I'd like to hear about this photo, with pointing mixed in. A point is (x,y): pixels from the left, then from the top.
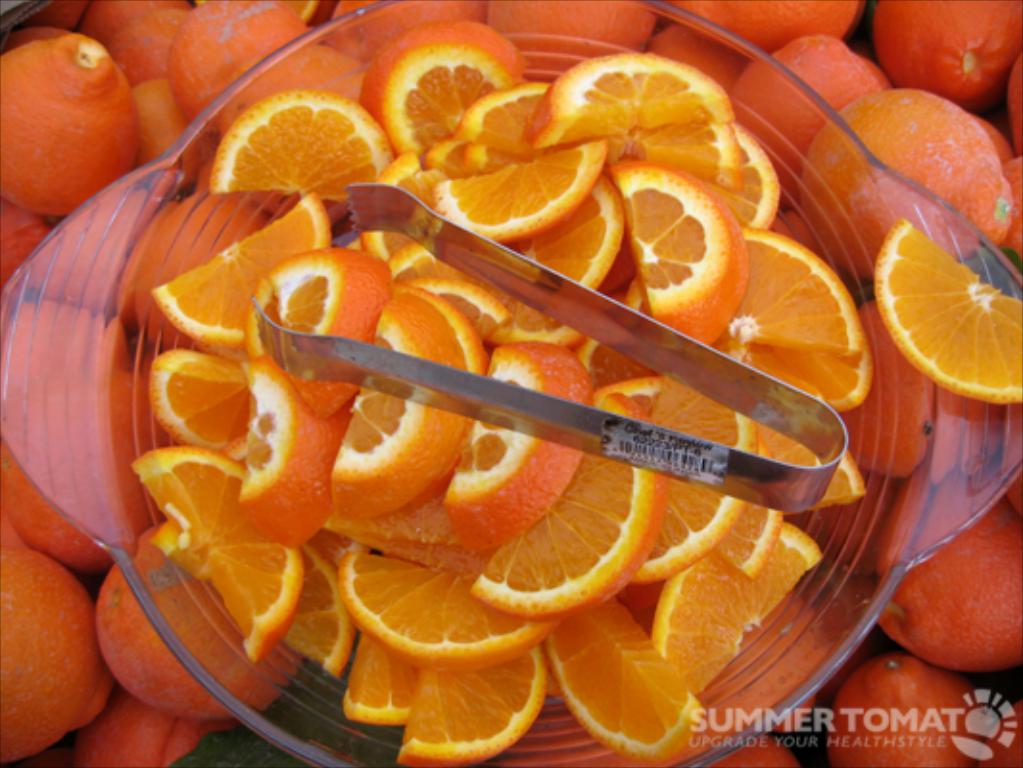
In this image we can see orange slices (512,371) and a holder (555,406) in the bowl (541,506) on the oranges (48,727) and at the bottom corner (890,738) on the right side (890,722) we can see a water mark (905,712) on the image.
